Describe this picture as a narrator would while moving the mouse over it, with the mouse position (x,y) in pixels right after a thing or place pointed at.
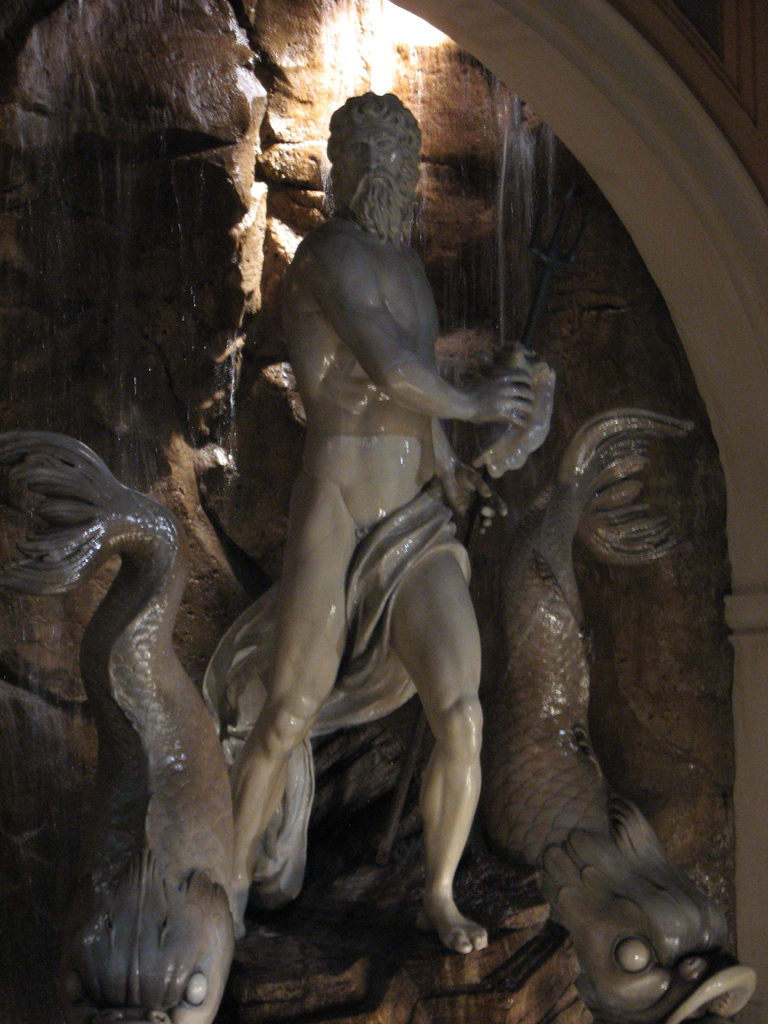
In the image there is a statue (335,325) of a naked man (387,390) with fish statue (176,695) on either side of him and behind it there is stone wall (436,121).
